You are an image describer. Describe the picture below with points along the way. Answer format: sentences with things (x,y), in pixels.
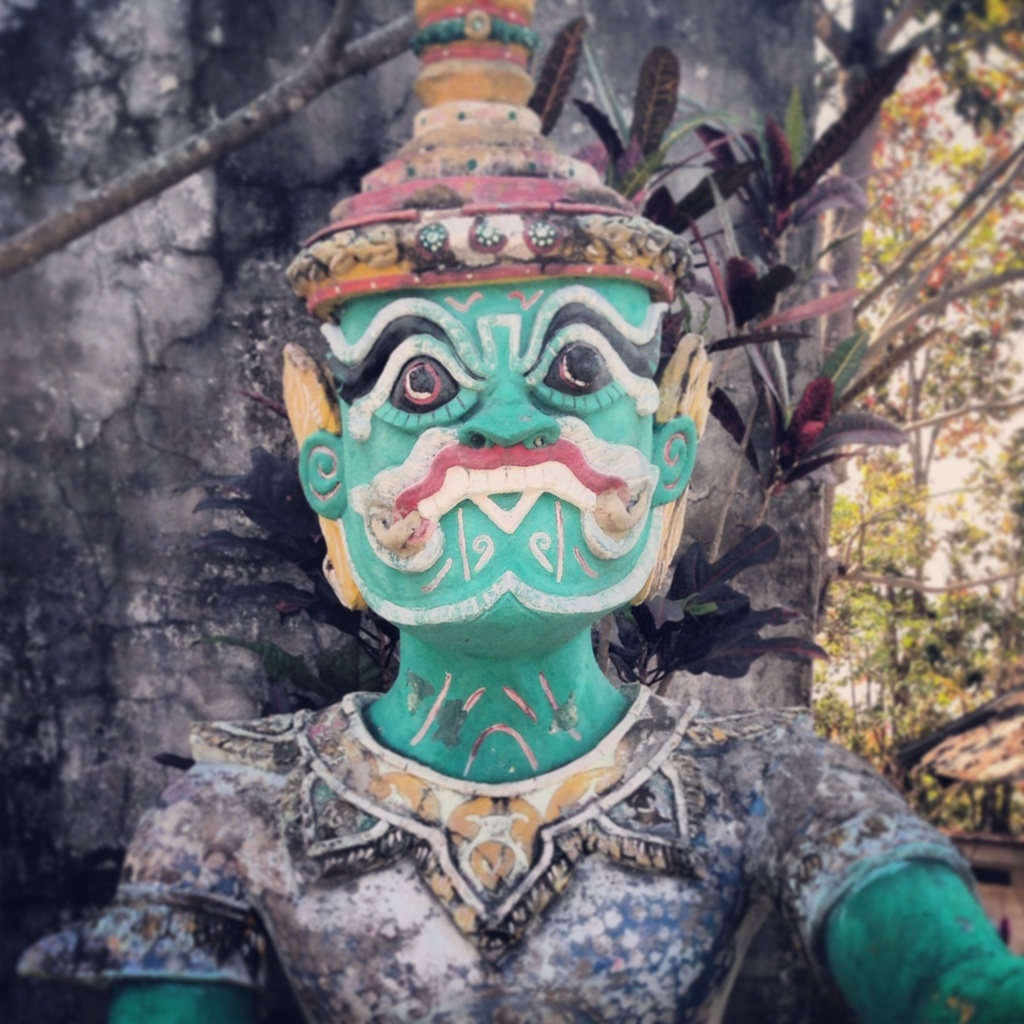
In this picture I can see a statue (527,584) in the middle (530,627), on the right side (880,303) there are trees (901,193).
